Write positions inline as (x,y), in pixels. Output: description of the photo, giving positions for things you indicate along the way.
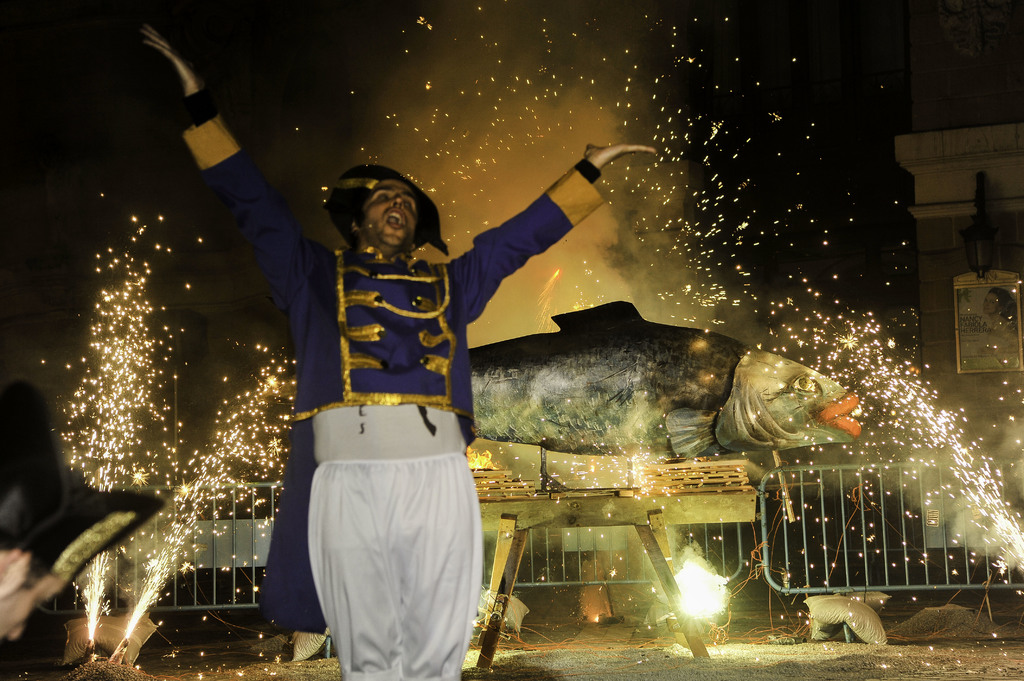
There is a man (455,264) in the foreground area of the image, there is a model of a fish (720,436), sparkles (920,425) and other objects (958,323) in the background (691,394).
